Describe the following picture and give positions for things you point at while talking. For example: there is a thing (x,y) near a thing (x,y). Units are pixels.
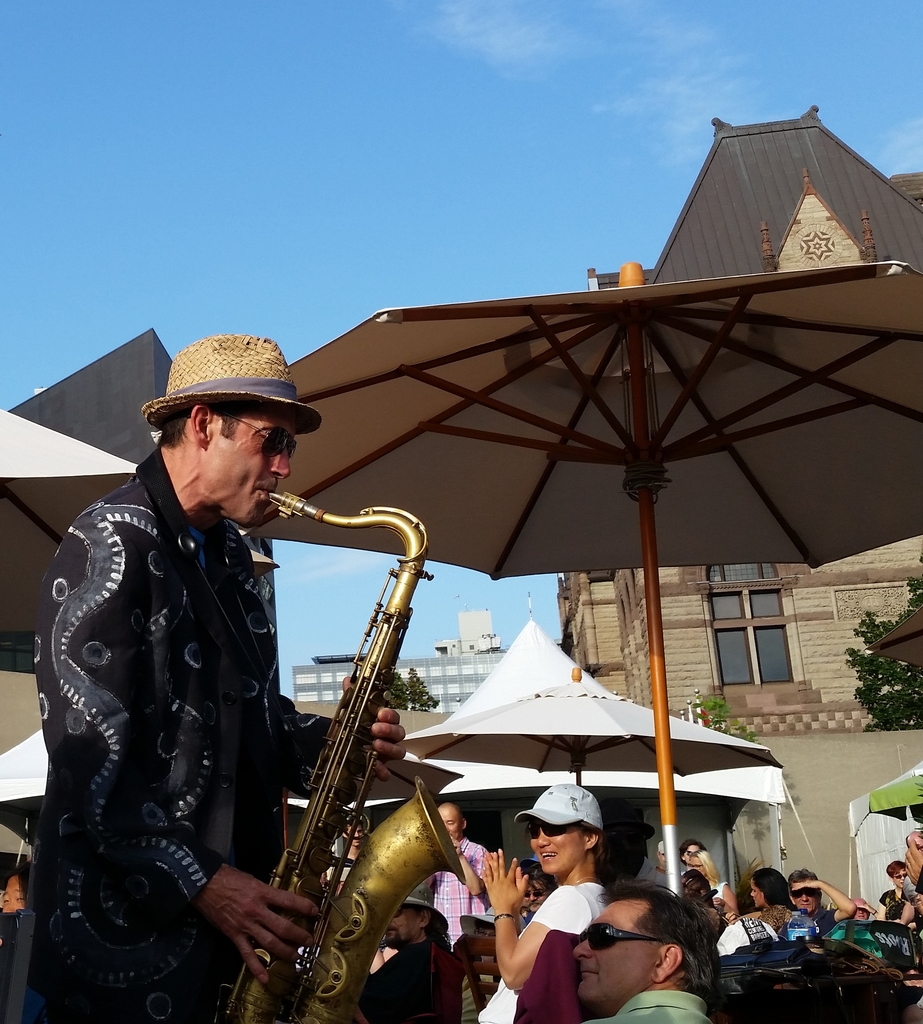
In this picture I can see group of people (464,869) among them this person (198,678) is playing a musical instrument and wearing a hat (161,409). In the background (103,430) I can see buildings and the sky (318,345).
